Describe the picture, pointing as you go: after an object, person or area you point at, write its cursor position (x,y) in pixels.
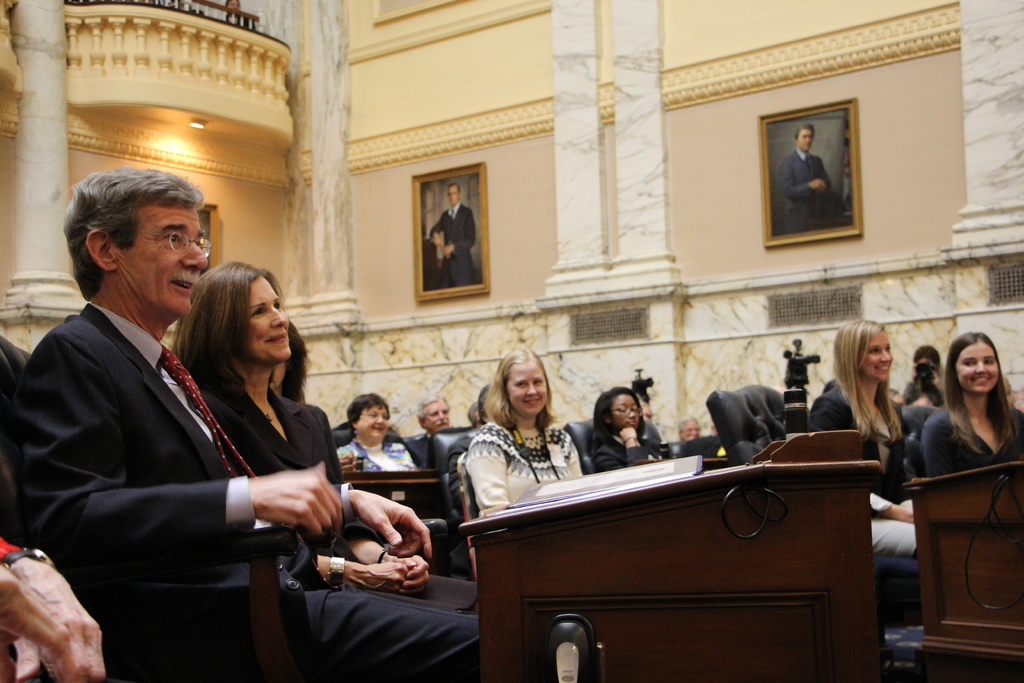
In a room (330,407) there are so many chairs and a table (605,513) are arranged on it. On a table (621,512) there are files (536,486) and people (97,519) are sitting on the chairs (922,419) on the other side there are photo frames (441,262) stick on wall (456,331) in between the pillars (43,63) and on the opposite side there is a balcony (215,42) of the first floor (216,58).
